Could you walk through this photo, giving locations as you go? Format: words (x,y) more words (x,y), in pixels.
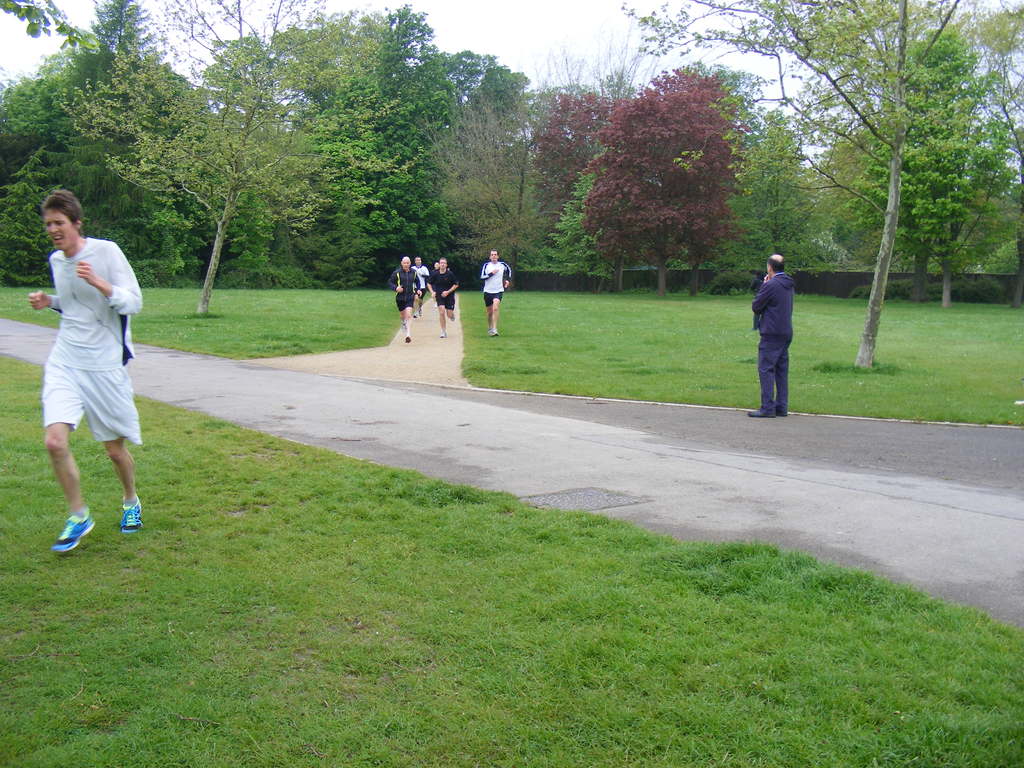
This image is taken outdoors. At the bottom of the image (488,591) there is a road (399,412) and a ground (522,387) with grass (580,642) on it. In the background (457,147) there are many trees (457,147). On the left side of the image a man (65,215) is running on the ground (166,546). On the right side of the image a man (771,326) is standing on the road (775,475). In the middle of the image (447,277) a few people (414,297) are running on the road (425,353).
